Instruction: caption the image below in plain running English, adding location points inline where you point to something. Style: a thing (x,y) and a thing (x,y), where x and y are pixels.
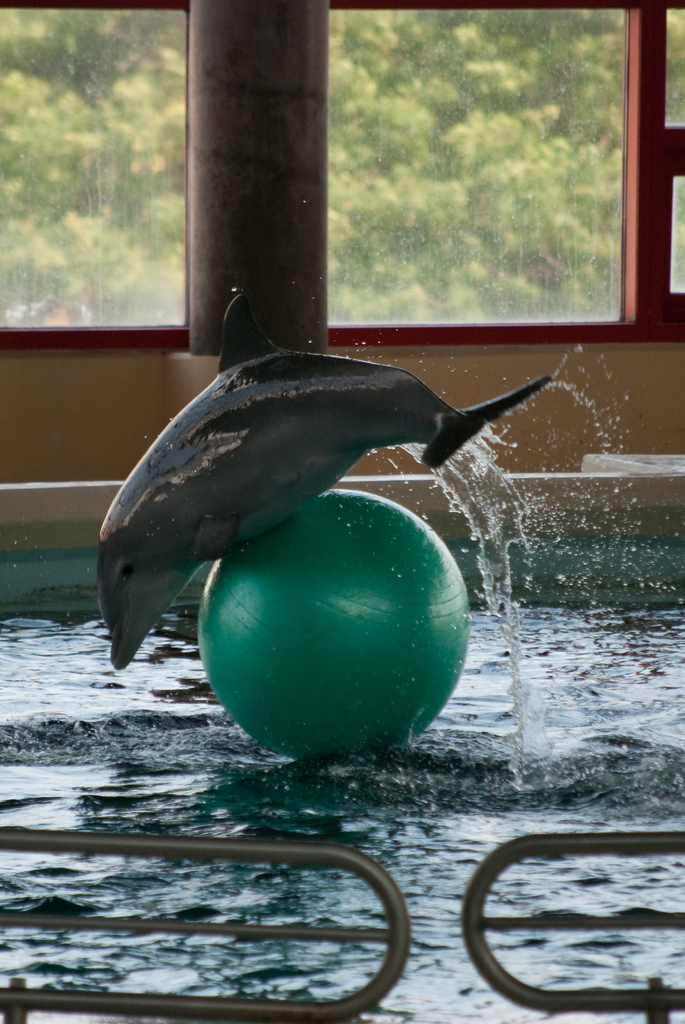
In this image we can see a dolphin (267,495) on the ball (302,560). At the bottom of the image (444,796) there is water (473,817). There is fencing (593,846). In the background of the image (359,54) there is a glass window (418,215), through which we can see trees (344,169). There is a pillar (198,225).
